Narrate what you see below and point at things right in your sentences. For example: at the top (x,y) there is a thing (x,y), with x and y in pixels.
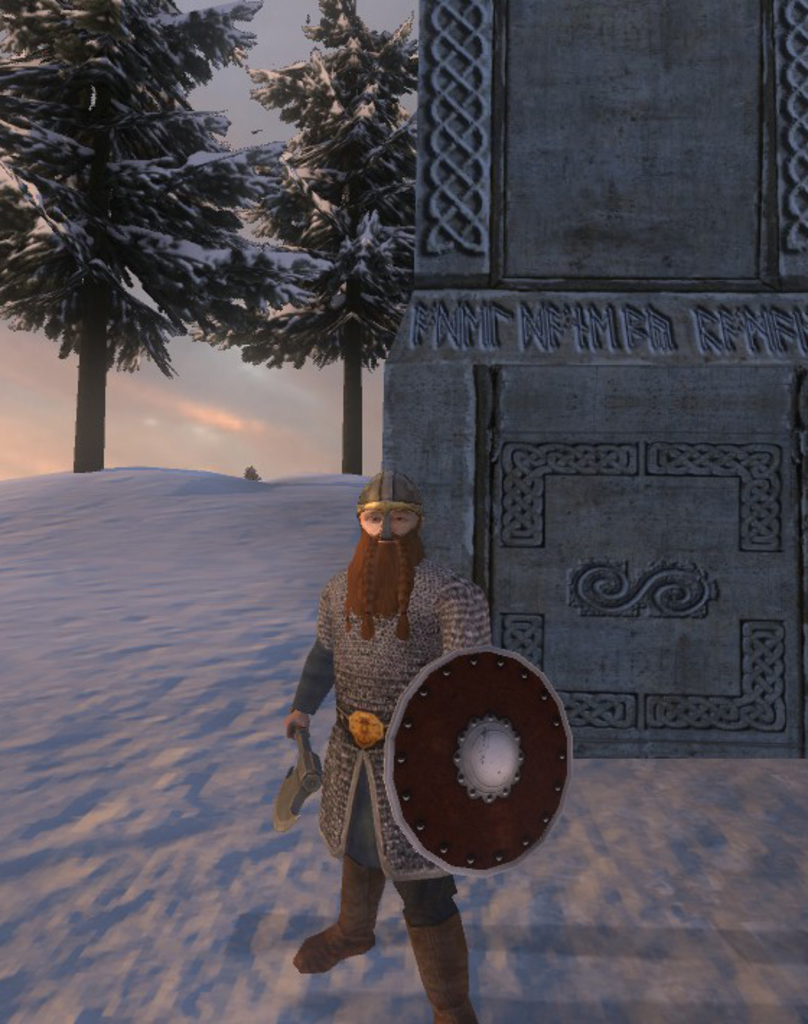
In this picture I can see a man (398,682) at the bottom (372,691), on the right side (656,157) it looks like a fort (729,253), on the left side (191,667) there is the snow (216,657), in the background (200,204) I can see the trees (283,347) and the sky (229,438).
